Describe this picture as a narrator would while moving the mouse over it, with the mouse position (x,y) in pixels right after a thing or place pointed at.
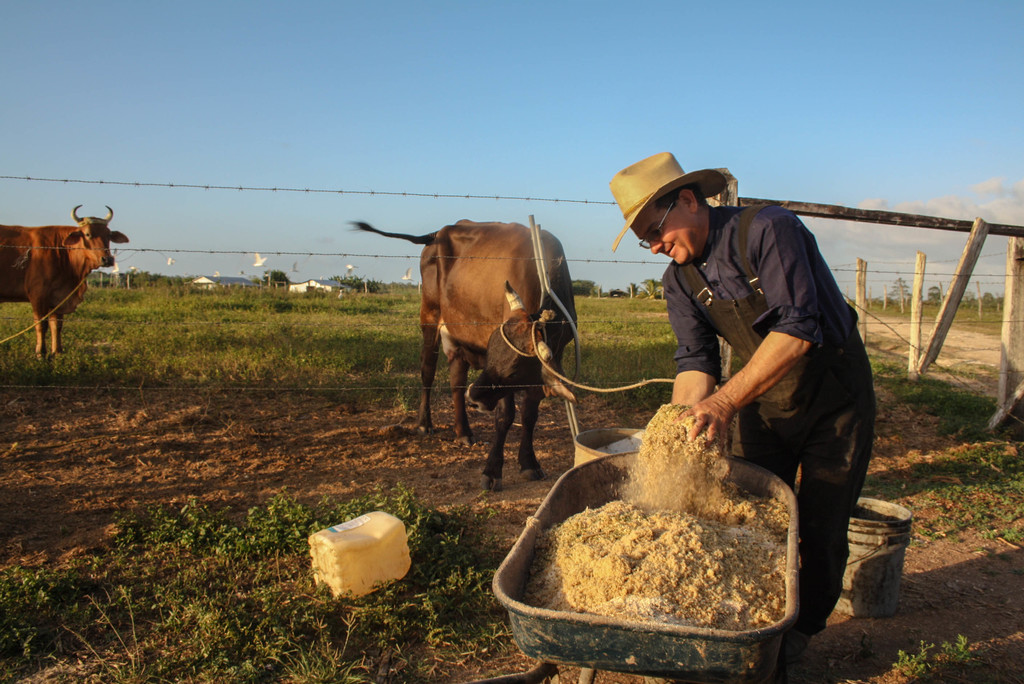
In this image I can see a person (732,281) wearing a hat (666,179) and pouring a food item (669,470) in the bowl (573,494) and in the middle (368,359) I can see cows (488,307) and grass (215,338) and fence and beside the person (773,439) I can see buckets (865,563) and bottle (362,536) at the top (274,128) I can see the sky (611,60).
